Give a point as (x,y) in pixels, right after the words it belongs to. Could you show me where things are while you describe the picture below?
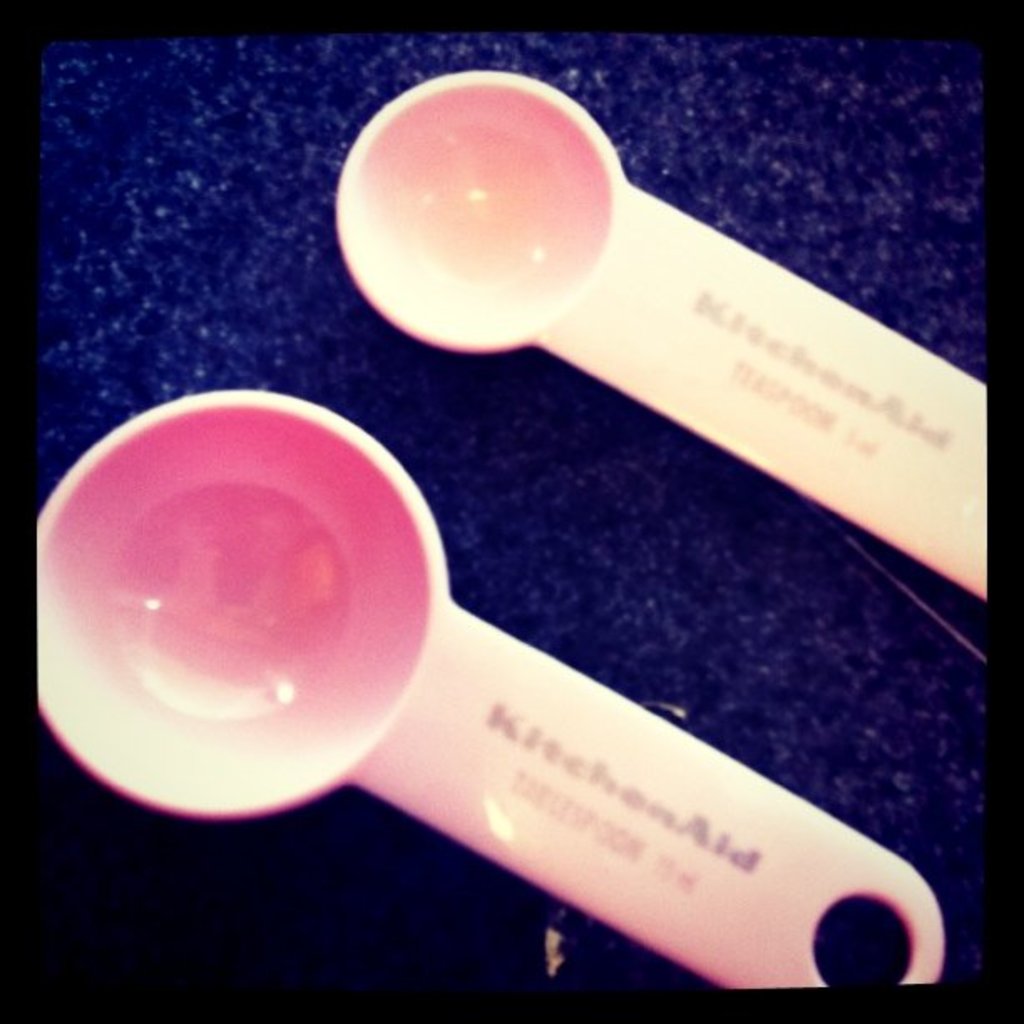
In the image there are two spoons (506,221) on a cloth (670,498).
